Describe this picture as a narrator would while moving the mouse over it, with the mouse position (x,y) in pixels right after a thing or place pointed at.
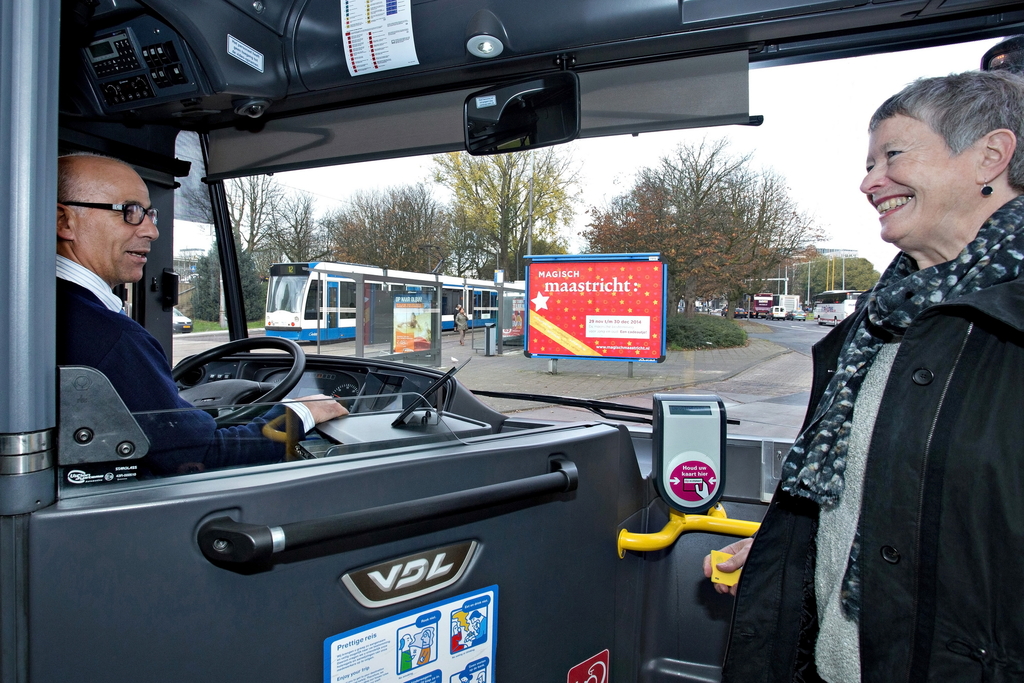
In this image we can see two persons (948,201), one of them is driving a bus (284,345), there is a train (331,290), there are boards (423,351) with text (548,272) on them there are vehicles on the road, there are trees (487,169), also we can see a poster (463,610) on the vehicle (437,602) with text (358,641) on it, there is a mirror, handle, steering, also we can see the sky (775,144).
